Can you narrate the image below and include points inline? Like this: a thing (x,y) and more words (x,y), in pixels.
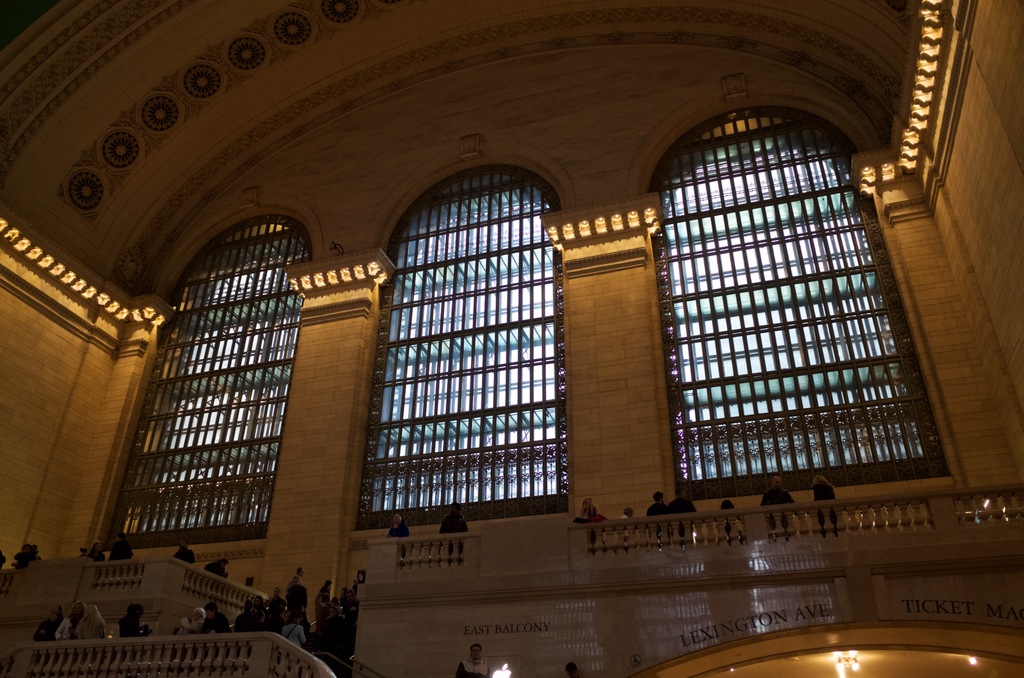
In this image we can see walls (340,192), pillars (300,467), windows (855,363), concrete grills (89,655) and some persons (284,610) standing beside them.
